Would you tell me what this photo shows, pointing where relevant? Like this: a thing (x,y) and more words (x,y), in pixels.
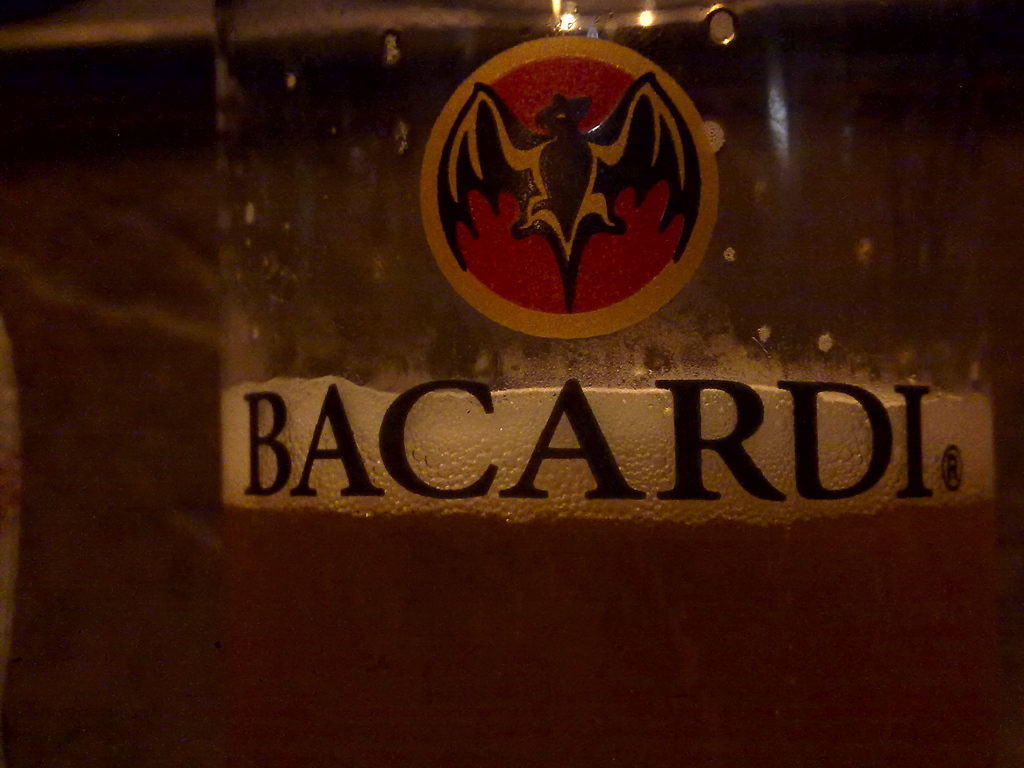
In this picture we can see a sticker (451,189), text (701,488) on the glass (853,454) with drink (359,534) in it and in the background (157,306) it is blurry.
